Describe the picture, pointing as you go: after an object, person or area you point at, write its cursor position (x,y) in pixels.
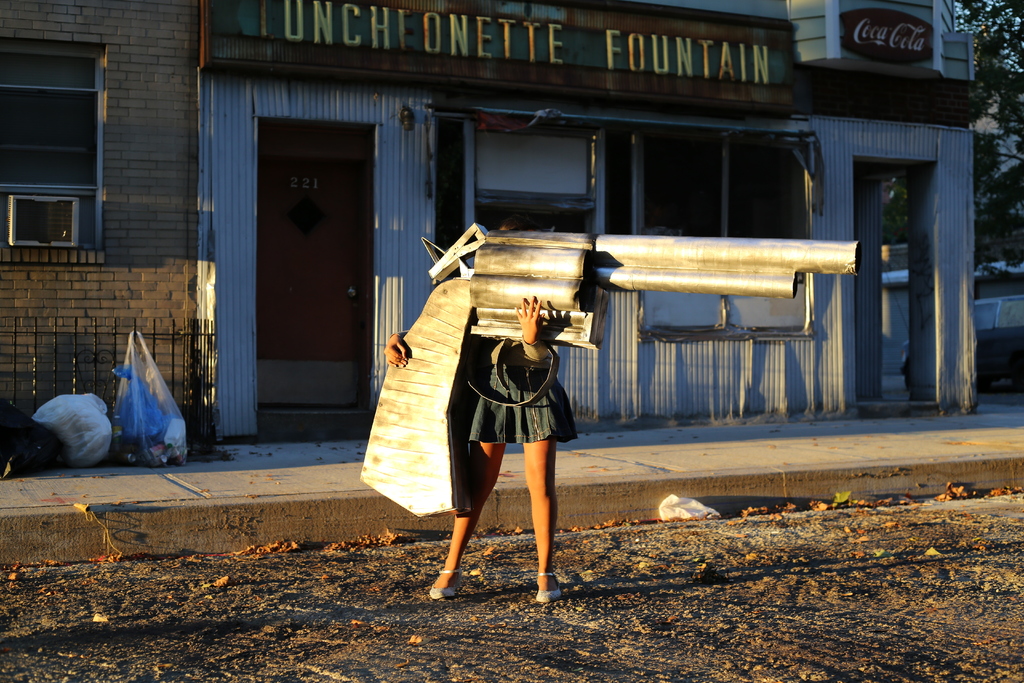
In this picture I can see a woman (567,425) standing in front (551,424) and I see that she is holding few things (488,271) in her hands (391,338). In the background (162,417) I can see few covers (140,434) on the footpath (856,433) and I can also see few buildings (802,125). On the top of this picture (489,28) I see few words (642,67) written. On the right side of this picture (1006,230) I can see few trees (996,55).
